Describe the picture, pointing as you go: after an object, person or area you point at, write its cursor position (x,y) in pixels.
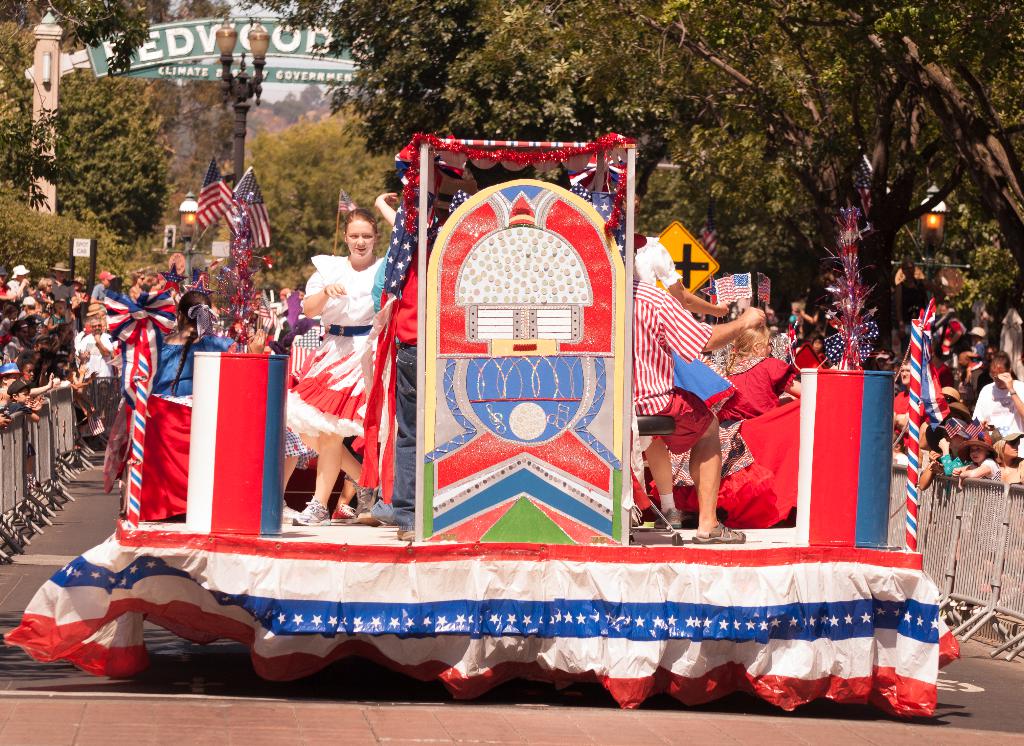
In this image we can see some people (414,419) on an object (494,571). And we can see the surrounding audience (39,324). And we can see the name board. And we can see the trees (733,239). And we can see the lights (188,217). And we can see the flags (248,182). And we can see the fencing (966,530).
